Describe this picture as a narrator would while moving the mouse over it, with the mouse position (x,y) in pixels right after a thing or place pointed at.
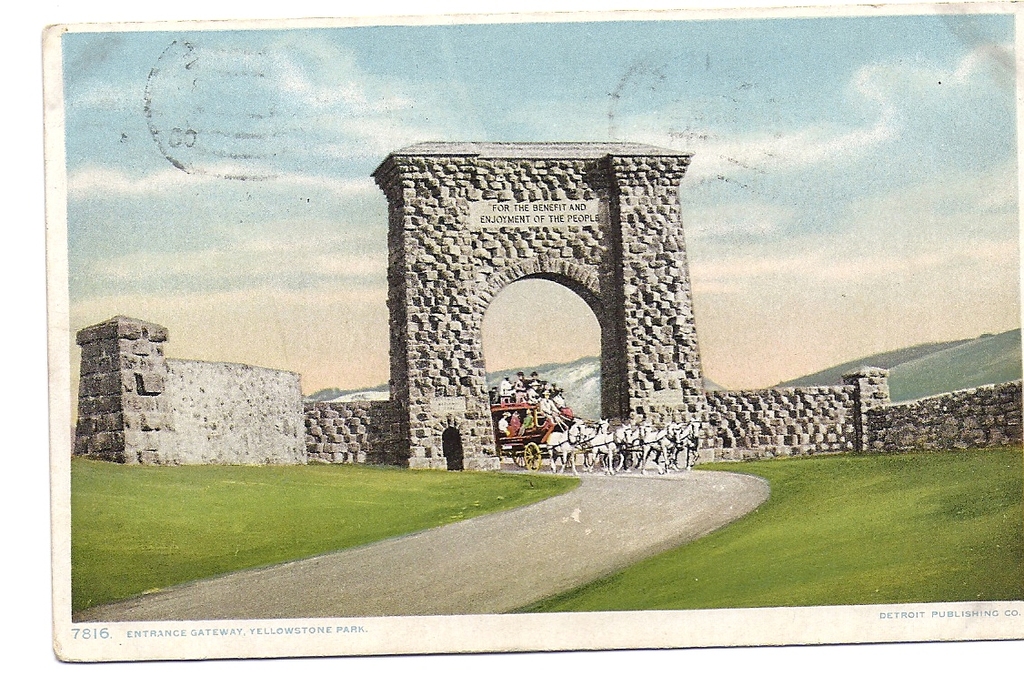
This image consists of a photo paper (64,35) in which there is a wall (734,404) made up of rocks (438,433). In the middle (439,373), there is an arch (644,145) from which there are many people (545,413) travelling. At the bottom (505,563), there is a road (366,555) and grass (252,529).
